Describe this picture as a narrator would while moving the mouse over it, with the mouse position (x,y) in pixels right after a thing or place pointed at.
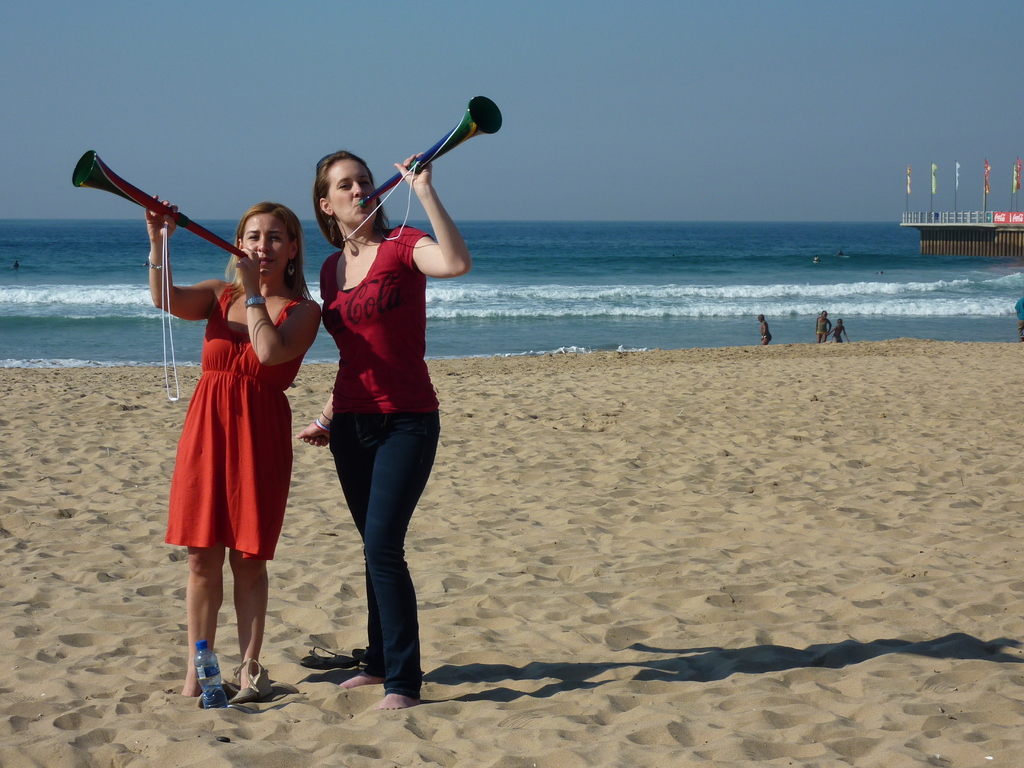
In this image we can see two ladies (284,469) holding musical instruments (181,225). They are standing on sand (529,689). Also there is a bottle (213,667). In the back (571,295) there is water (611,262). And there are few people (820,337). On the right side (934,228) there is a wall (957,234) with railing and flags (984,196). In the background (378,85) there is sky (367,88).
